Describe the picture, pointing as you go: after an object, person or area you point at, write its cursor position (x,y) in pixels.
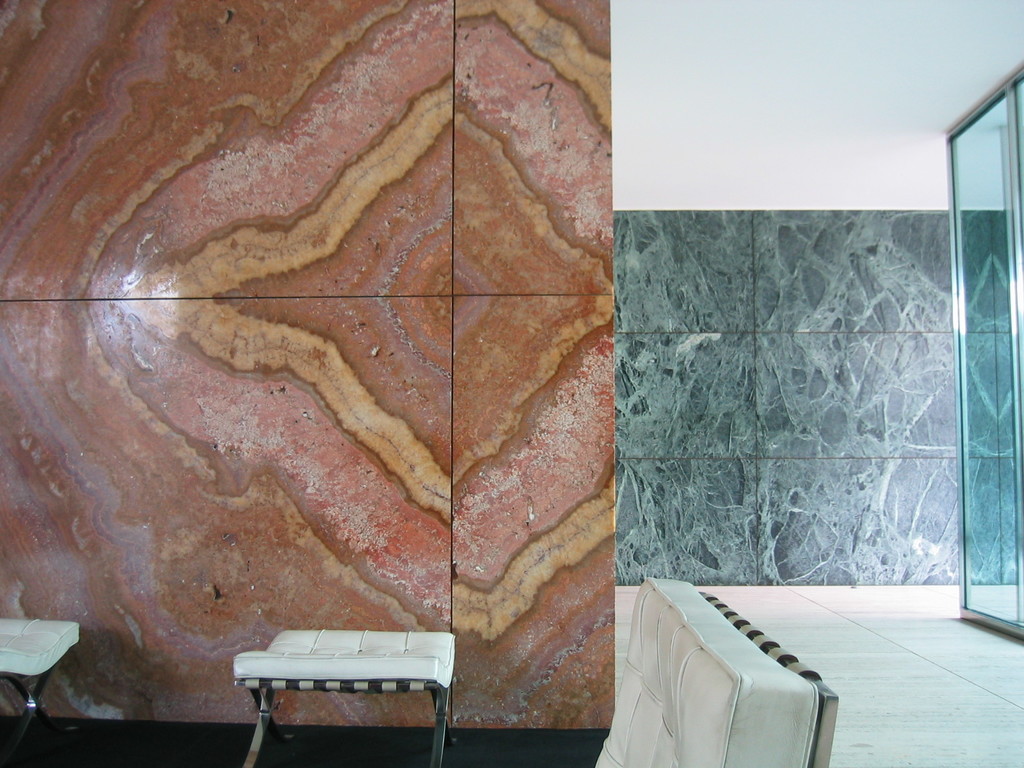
In this picture I can see a chair (801,669) and looks like couple of stools (440,741) and I can see a wall (531,318) in the background (618,318) and looks like a inner view of a room (709,560) and I can see glass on the right side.
